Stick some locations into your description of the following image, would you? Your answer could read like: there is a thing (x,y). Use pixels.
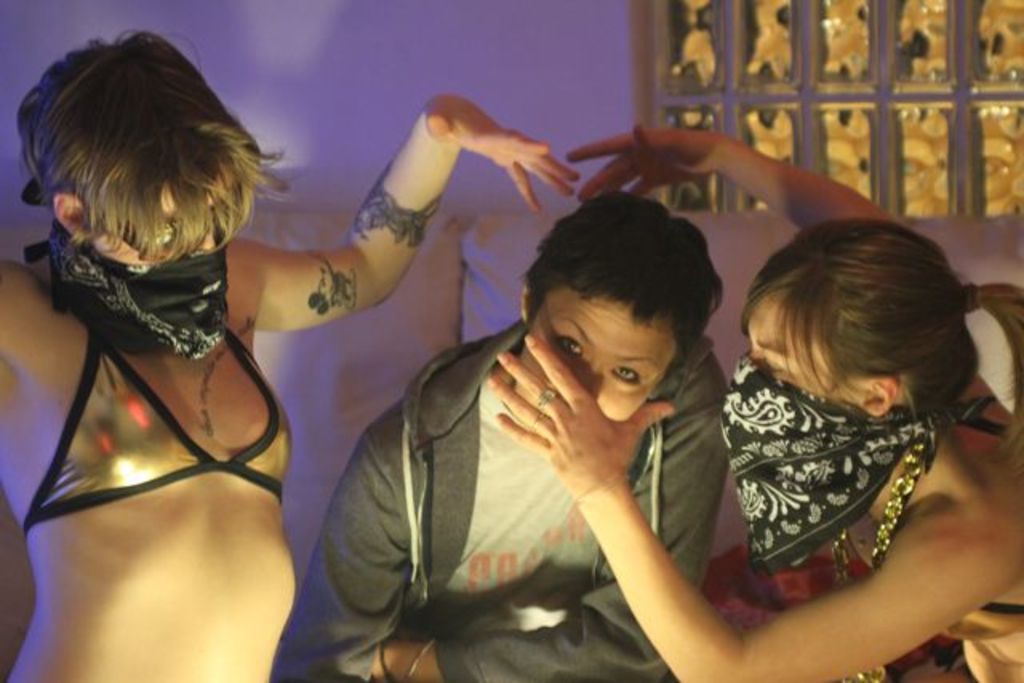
In this image, there are a few people (530,276). In the background (634,107), we can see the wall (637,105) with some objects (992,180). We can also see some white colored objects (731,217).
